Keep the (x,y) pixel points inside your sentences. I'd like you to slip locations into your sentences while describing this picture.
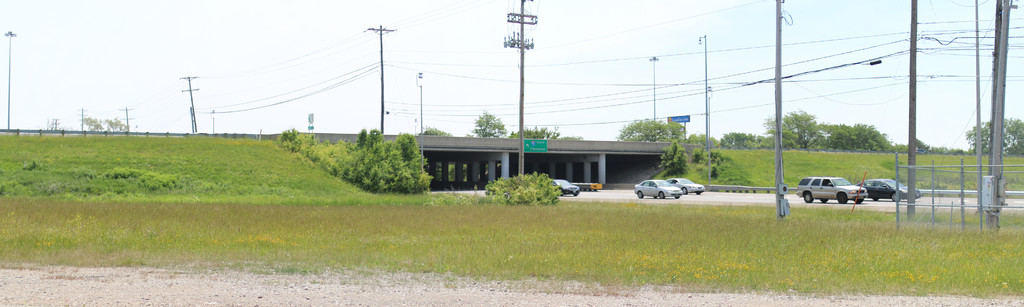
In this picture we can see ground (203,292), grass (243,180), plants (306,147) and trees (555,137). We can see vehicles (831,188) on the road (955,201), bridge (476,162), pillars (505,156), boards (542,143), poles (707,110) and wires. In the background of the image (272,68) we can see the sky (247,62).
